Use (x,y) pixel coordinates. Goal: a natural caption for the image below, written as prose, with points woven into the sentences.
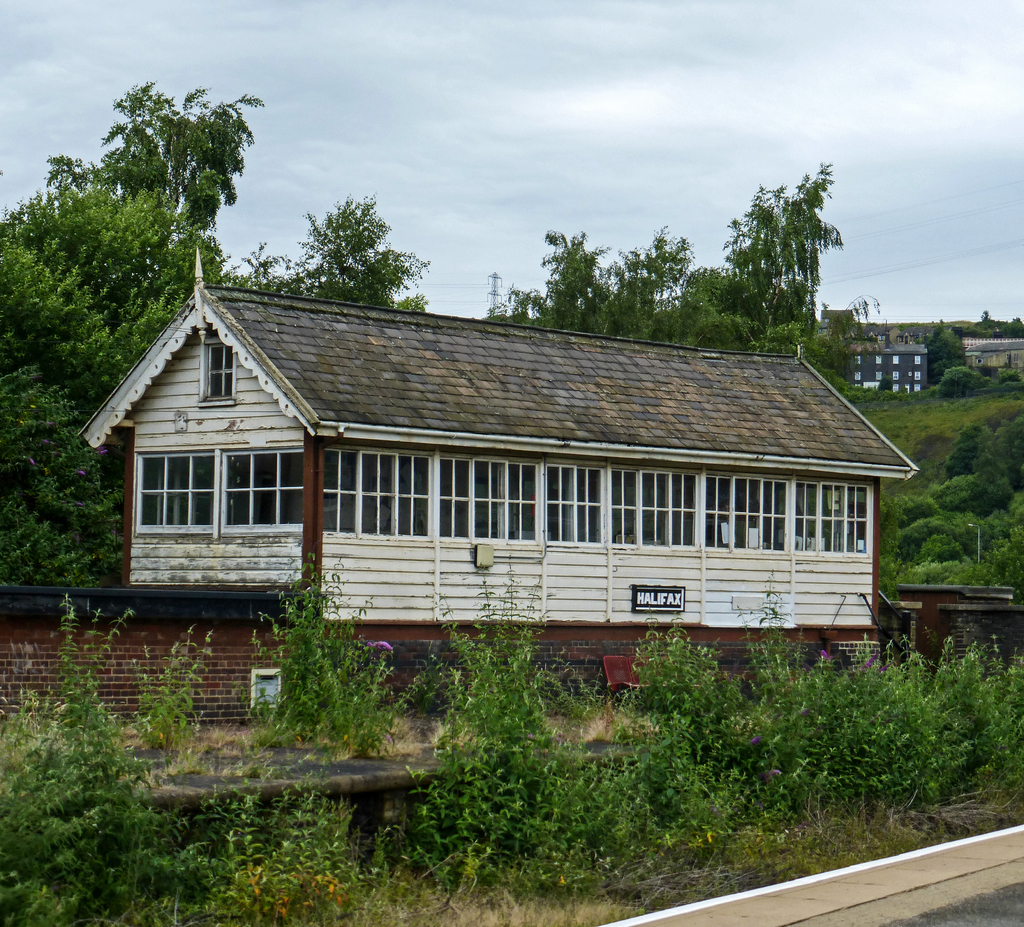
In this picture we can see a few plants (268,733), a brick wall (1009,666), houses (189,489), trees (941,558), wires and other objects (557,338). We can see the sky (502,110).
